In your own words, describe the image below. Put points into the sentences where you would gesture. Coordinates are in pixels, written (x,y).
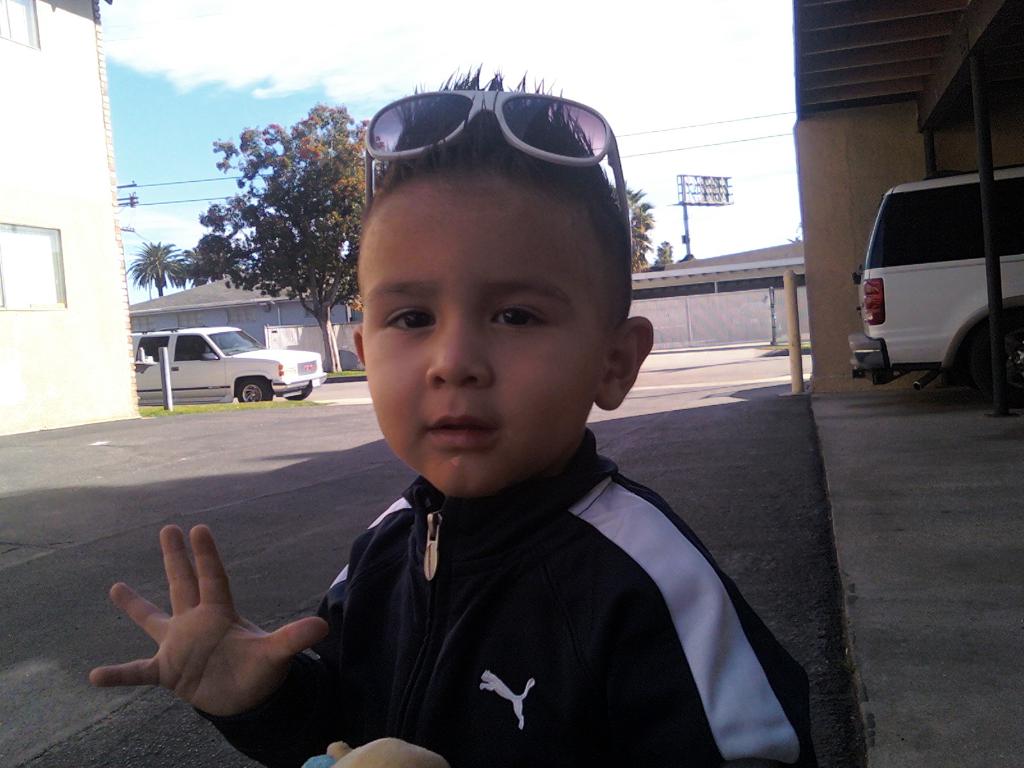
In this image we can see a child (428,528), motor vehicles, trees (294,231), electric cables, sheds (200,302), building (167,321) and sky (358,45) with clouds (614,72).
